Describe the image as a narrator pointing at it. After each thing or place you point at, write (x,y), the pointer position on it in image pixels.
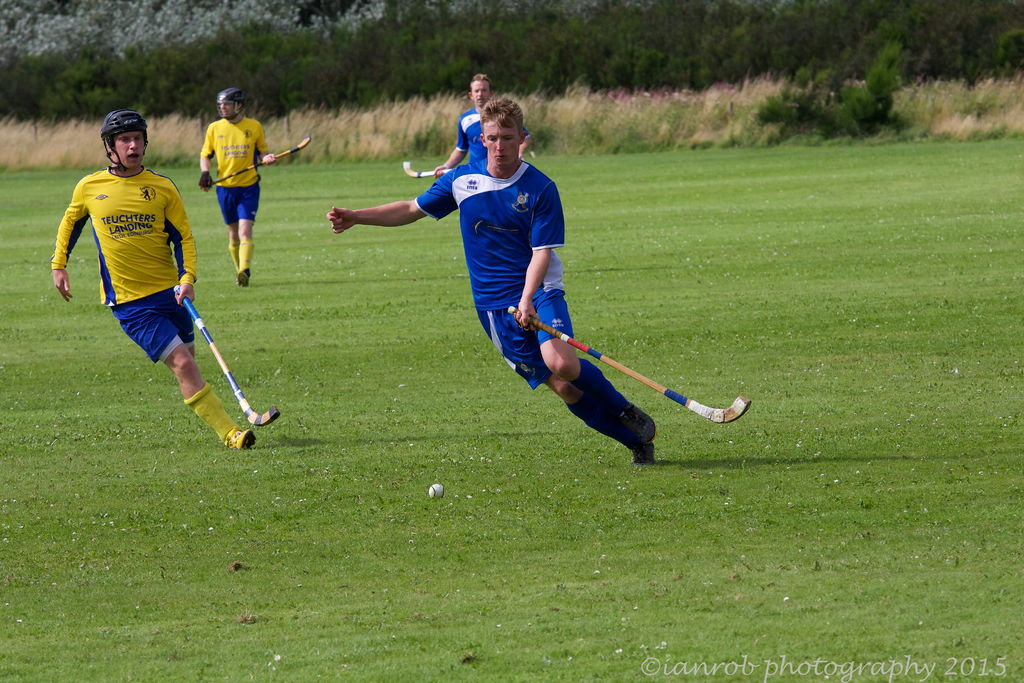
In this picture we can see some people (604,405) are playing the hockey and holding the hockey sticks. In the background of the image (861,231) we can see the ground (449,334), ball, plants (41,152). At the top of the image (377,90) we can see the trees (730,31). In the bottom right corner (836,672) we can see the text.
